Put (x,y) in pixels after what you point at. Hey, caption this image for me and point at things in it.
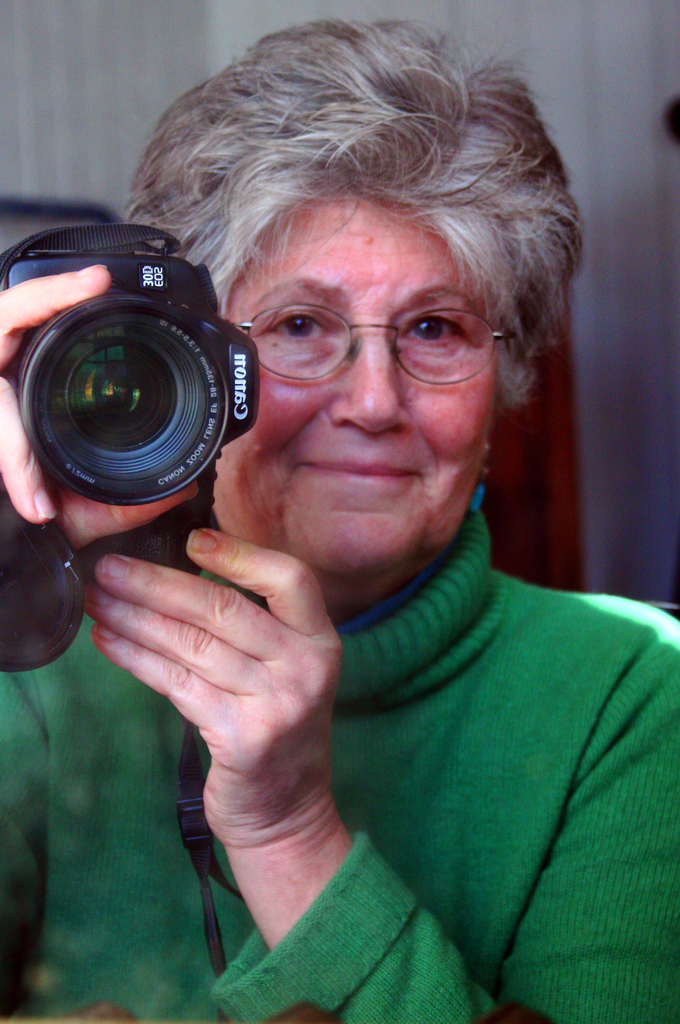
In this picture I can see a person (427,181) holding a camera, and there is blur background (19,156).
